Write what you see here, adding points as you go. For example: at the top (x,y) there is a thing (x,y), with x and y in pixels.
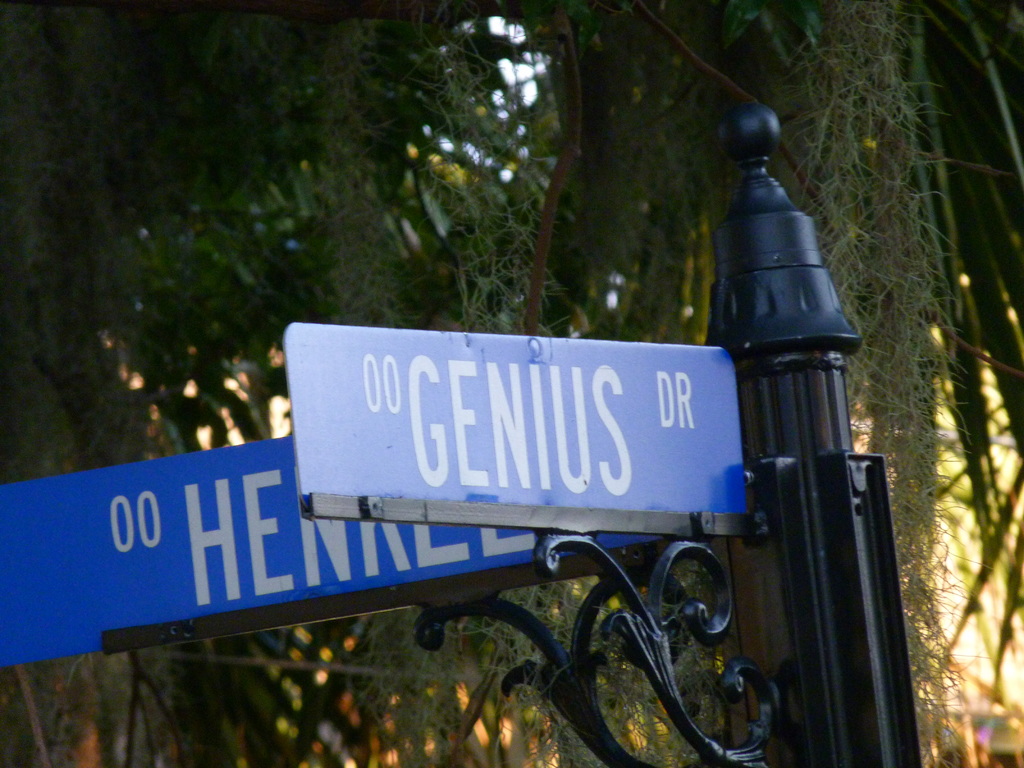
In this image we can see two sign board (547,435) and one black color pole (793,538). Behind trees (781,73) are there.
